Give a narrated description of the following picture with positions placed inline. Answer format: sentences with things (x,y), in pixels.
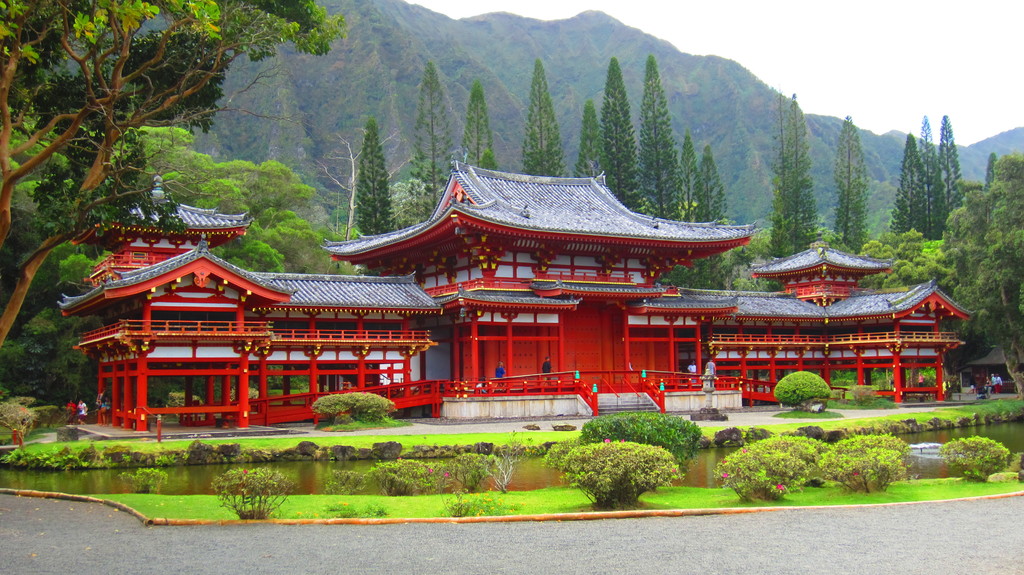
In the center of the image (607,229) we can see house (637,359), stairs (641,393), some persons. In the background of the image (1009,199) we can see hills (445,57), trees (538,95). At the bottom of the image (619,432) we can see some bushes (694,442), water (548,465). At the bottom of the image (546,538) we can see the road (566,540). At the top of the image (888,114) we can see the sky (817,79).
